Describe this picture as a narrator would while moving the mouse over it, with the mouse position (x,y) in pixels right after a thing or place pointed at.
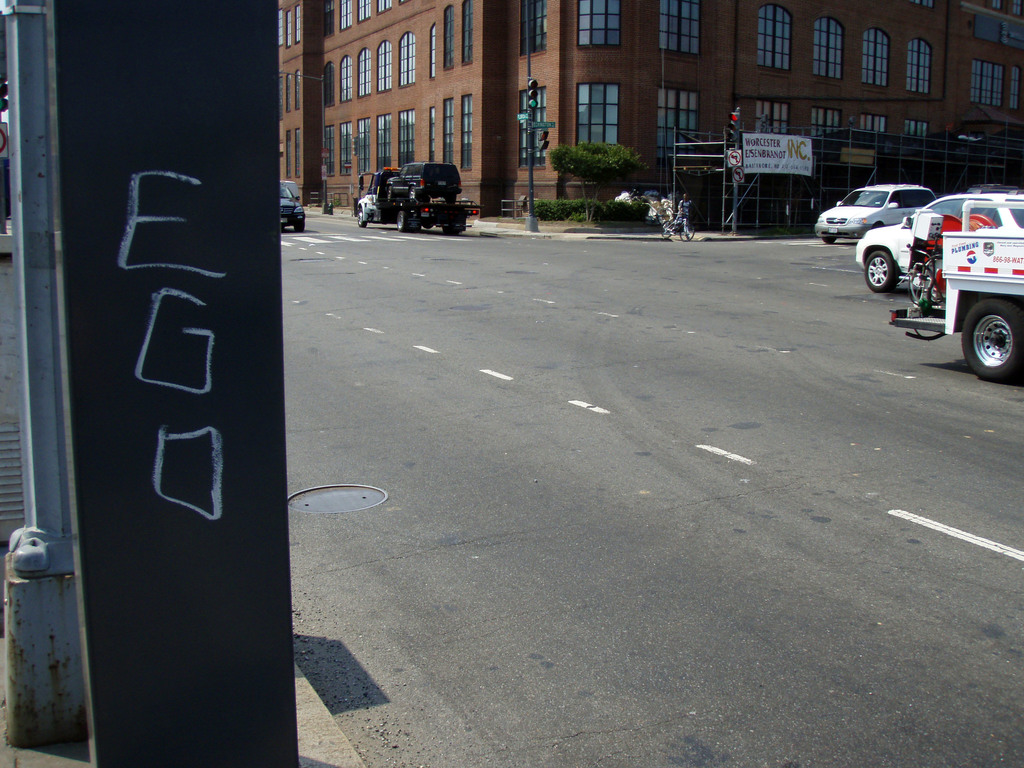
In this picture we can see vehicles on the road (568,497), banner (793,149), pole (535,221), traffic signal (548,132), tree (601,166), rods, plants (637,206), some objects (650,213) and in the background (876,39) we can see a building (696,53) with windows (876,53).
